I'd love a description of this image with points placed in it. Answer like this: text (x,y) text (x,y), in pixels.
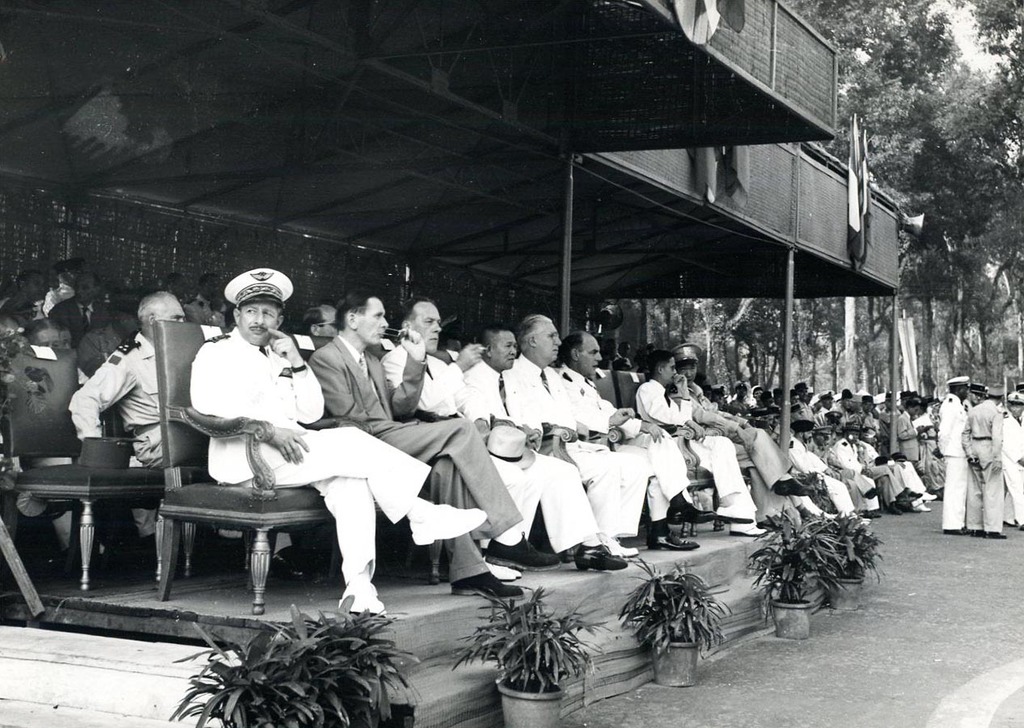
This picture is clicked outside. In the foreground (500,681) we can see the potted plants (251,712) and the group of people (346,431) sitting on the chairs (181,446) under a shed (817,234) and we can see the metal rods (789,362), group of people (1008,428) seems to be standing and group of people (895,484) sitting on the chairs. In the background (963,228) we can see the trees (908,246) and the sky (966,17) and some other objects (904,384).
